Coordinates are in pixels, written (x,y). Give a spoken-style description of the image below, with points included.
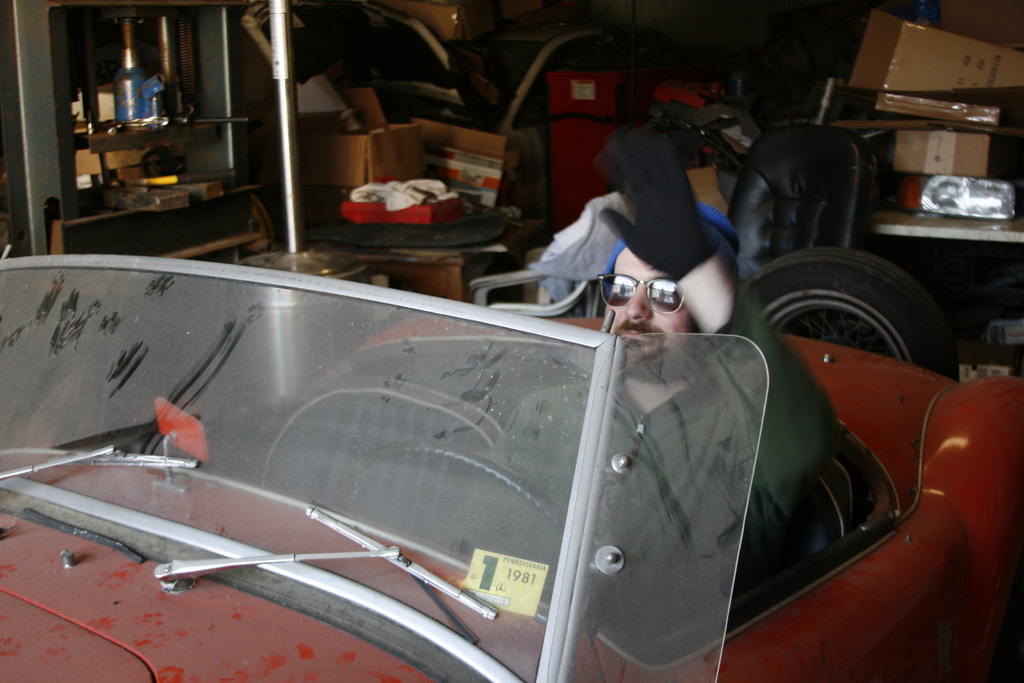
A person (745,408) is sitting in a car (286,682) wearing a shirt (794,450) and glove (679,266). Behind him there is a tyre (829,275), chair (803,229), carton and other objects (498,117).
